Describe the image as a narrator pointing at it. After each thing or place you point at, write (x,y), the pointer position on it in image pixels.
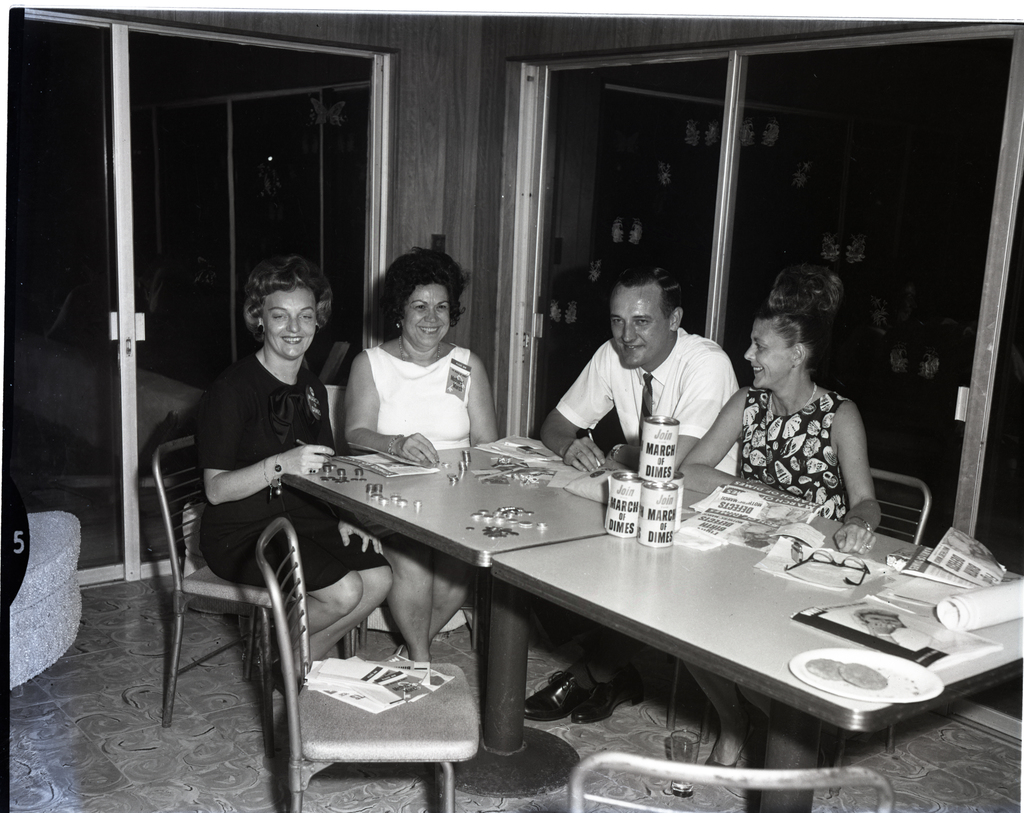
In this picture we can see three woman (829,400) and one men (618,325) sitting on chair (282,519) and smiling and in front of them on table (494,560) we have coins (518,510), tins (665,504), spectacle (820,560), papers (811,549), chart (1023,597), book (915,636), plate (907,687) with food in it and in background (383,141) we can see windows (275,204).
